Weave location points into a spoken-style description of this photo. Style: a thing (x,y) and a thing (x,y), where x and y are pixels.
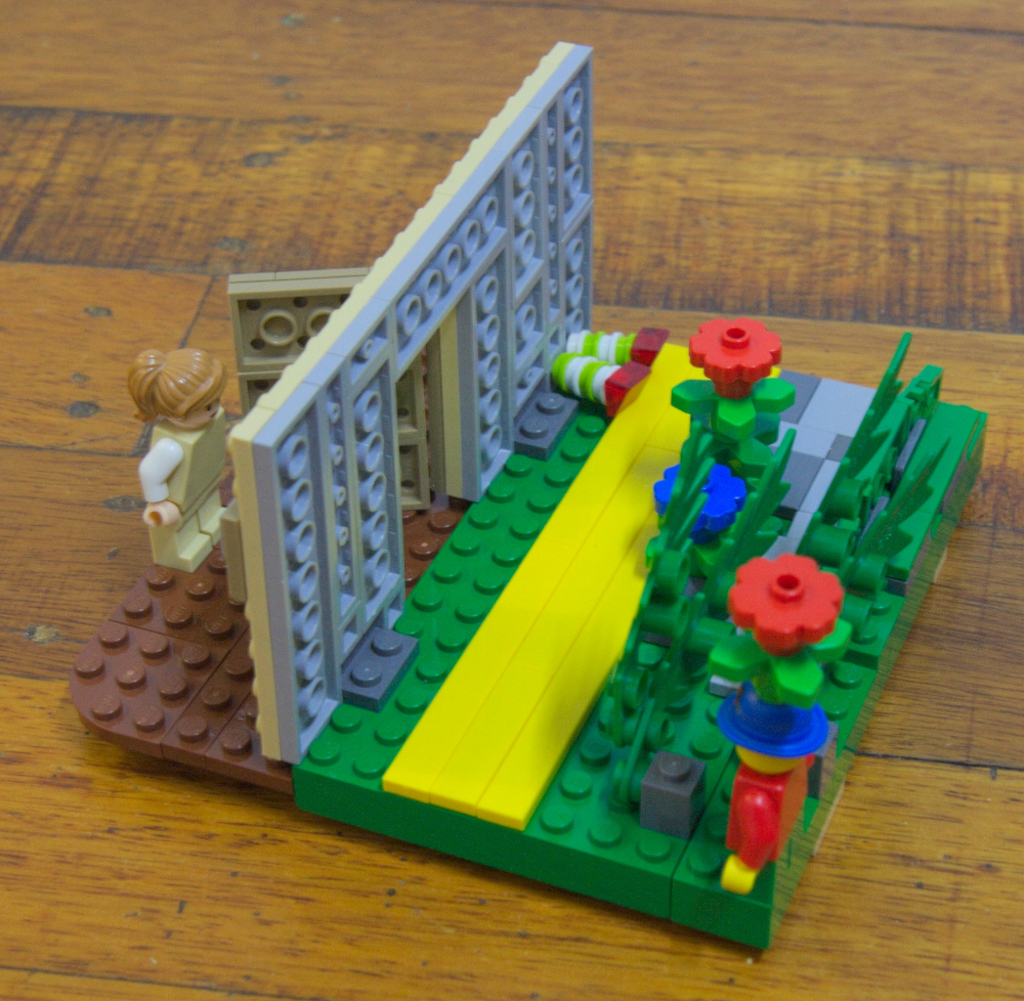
In the image I can see toys (574,581) and some other objects (341,540) on a wooden surface (988,603).
